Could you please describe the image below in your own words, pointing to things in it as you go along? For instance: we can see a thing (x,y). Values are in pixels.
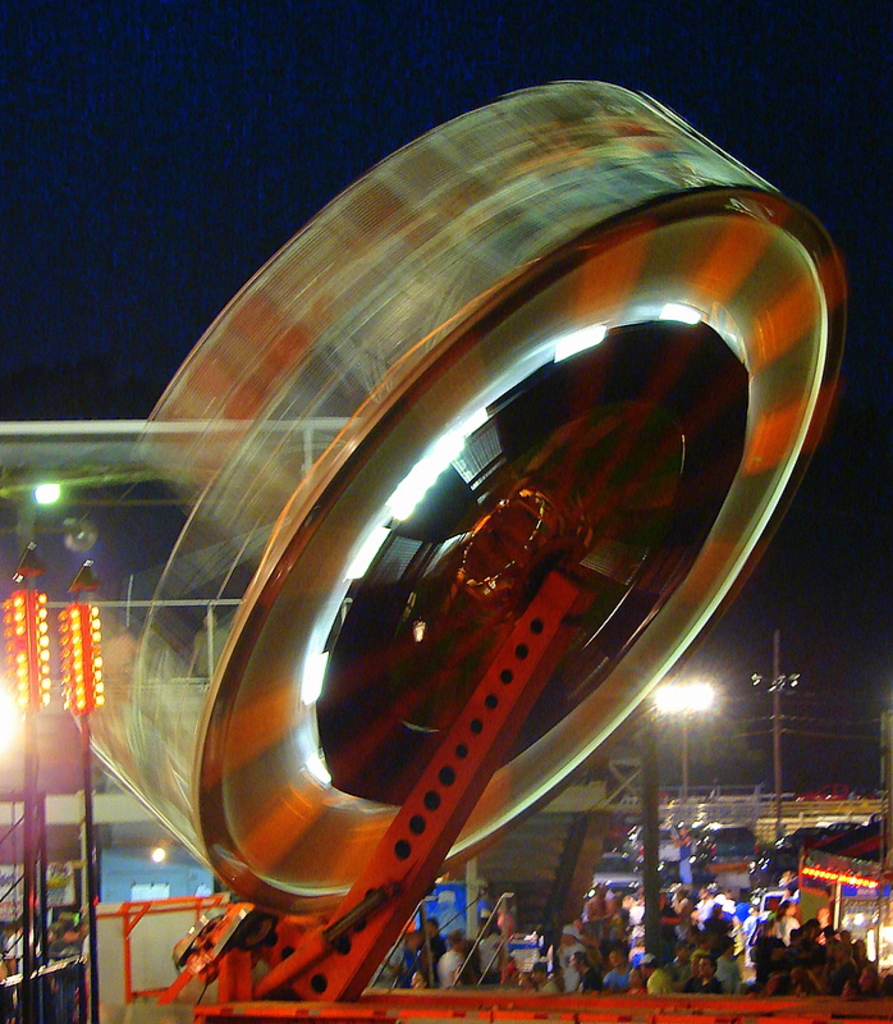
In the picture we can see a giant wheel (219,868) with a big red color stands (305,933) and near to it we can see group of people (439,962) are standing and walking and besides we can see some pole (654,921) with light (677,697) and in the background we can see a sky (796,634).
